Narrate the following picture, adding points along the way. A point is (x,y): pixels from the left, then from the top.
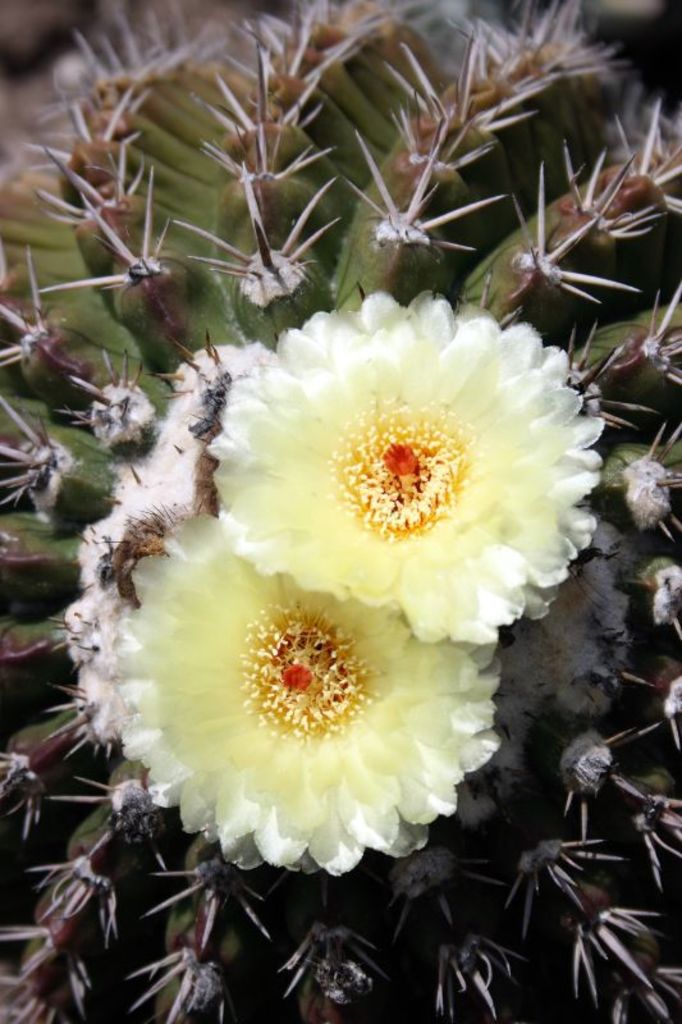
In this image we can see white color flowers (409,618), background (391,88) some stems (250,278) are present.
